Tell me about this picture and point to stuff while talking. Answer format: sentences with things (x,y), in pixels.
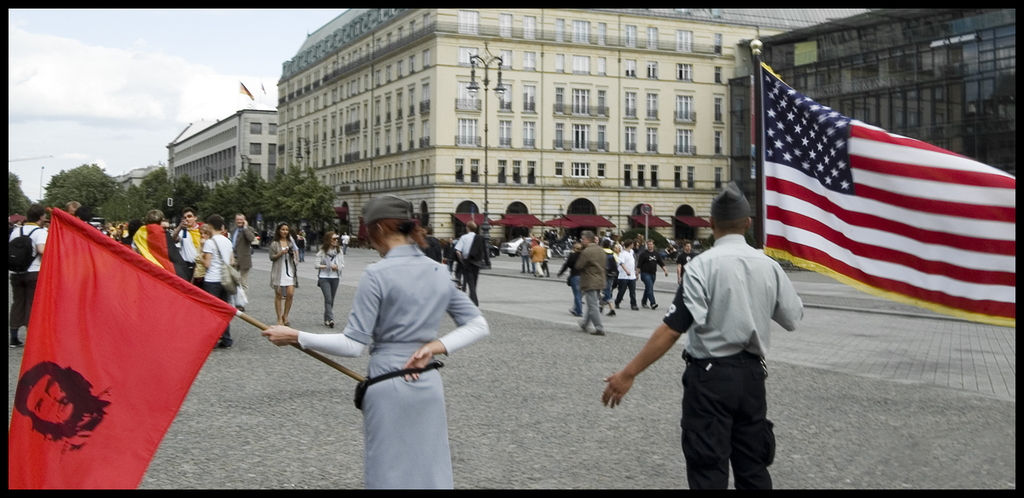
This is an outside view. At the bottom (421,398) there are two persons (400,313) holding flags (132,280) in their hands (420,349) and standing on the road (347,455) facing towards the back side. In the background (473,236) there are many people (170,267) walking on the ground (531,344) and also I can see few trees (297,189) and buildings (396,144). At the top of the image (117,89) I can see the sky (157,90).
